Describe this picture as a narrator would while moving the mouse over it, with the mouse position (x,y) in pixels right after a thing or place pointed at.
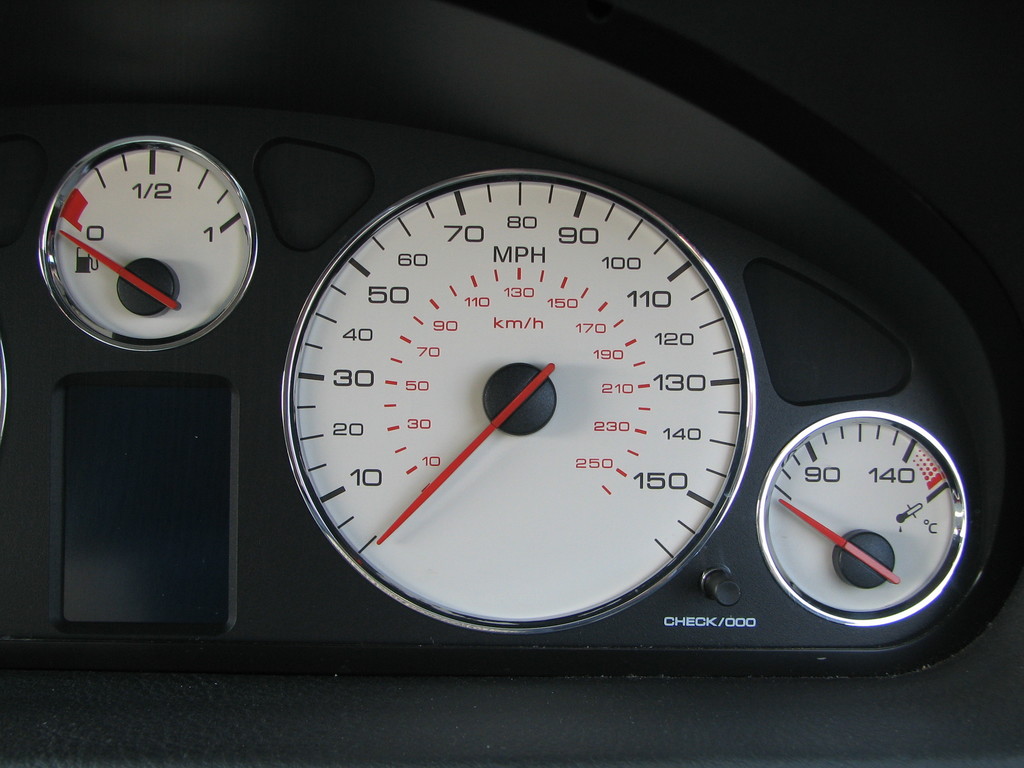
In this picture I can see vehicles speedometer (462,271), fuel tank (88,233) and temperature gauge (805,448).
